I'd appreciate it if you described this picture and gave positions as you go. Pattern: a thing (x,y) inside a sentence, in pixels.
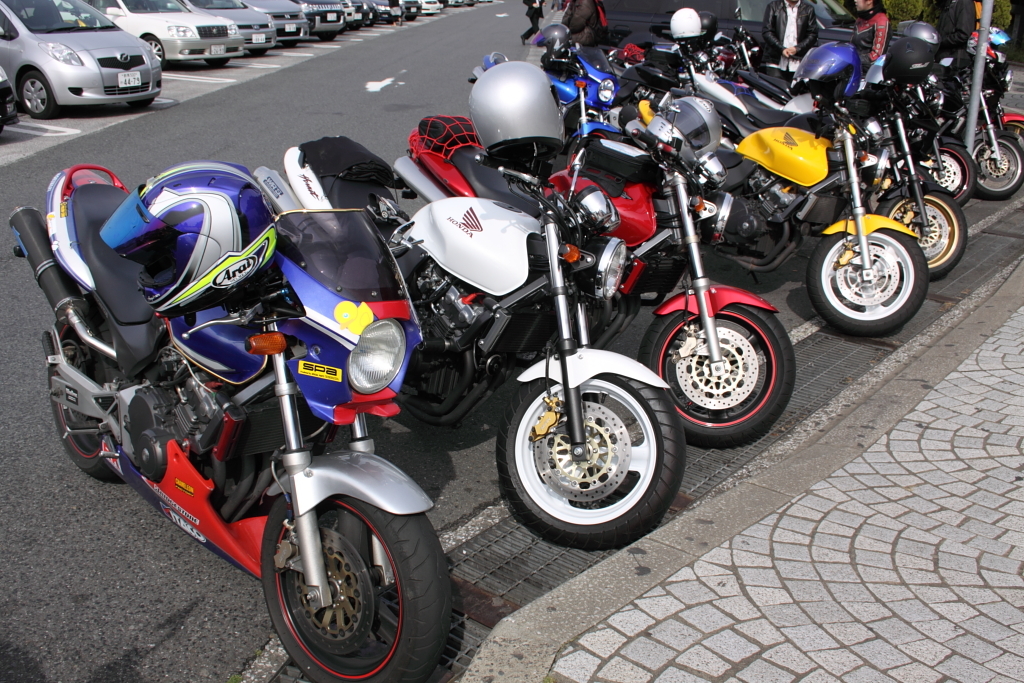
In this image we can see few cars (251,35) and motorbikes (392,186) parked on the road (72,514), there are helmets (226,248) on the motorbikes (744,55) and there is a pavement (906,517) in front of the motorbikes (729,59) and there are few people (784,29) standing near the motorbikes (722,77).
